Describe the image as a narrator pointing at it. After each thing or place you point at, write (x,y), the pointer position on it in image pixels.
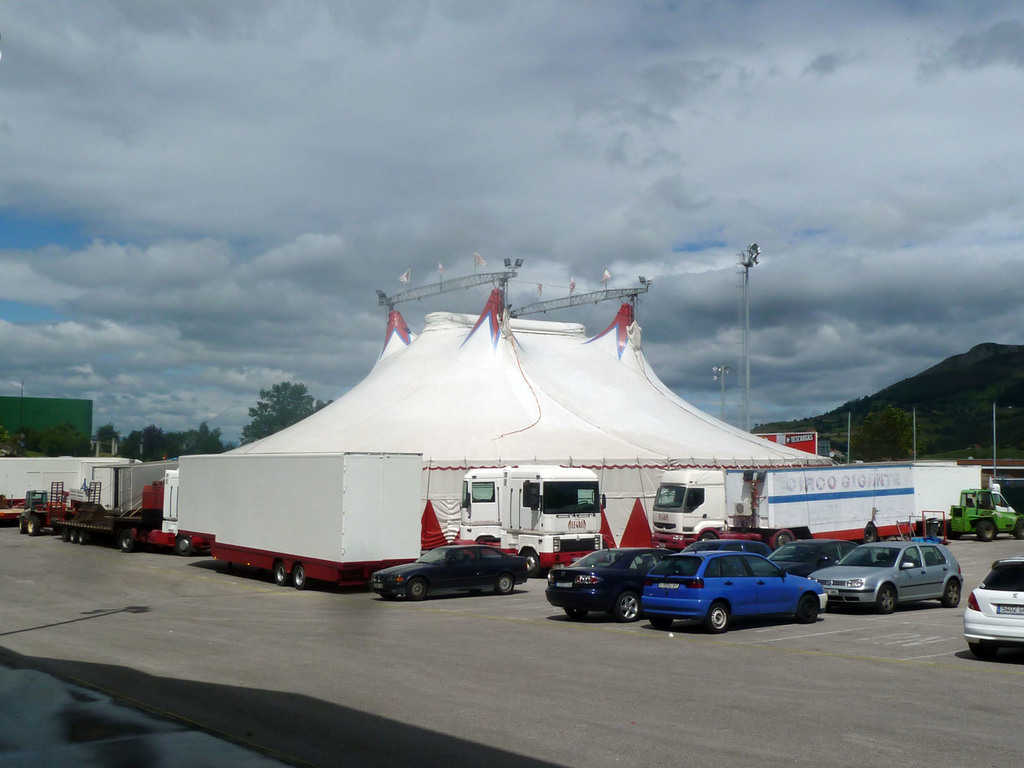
In this picture we can see vehicles (111,516) on the road (328,619), tents (436,417), poles (914,451), trees (279,422), mountain (997,368) and some objects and in the background (638,189) we can see the sky (572,68) with clouds (537,189).
